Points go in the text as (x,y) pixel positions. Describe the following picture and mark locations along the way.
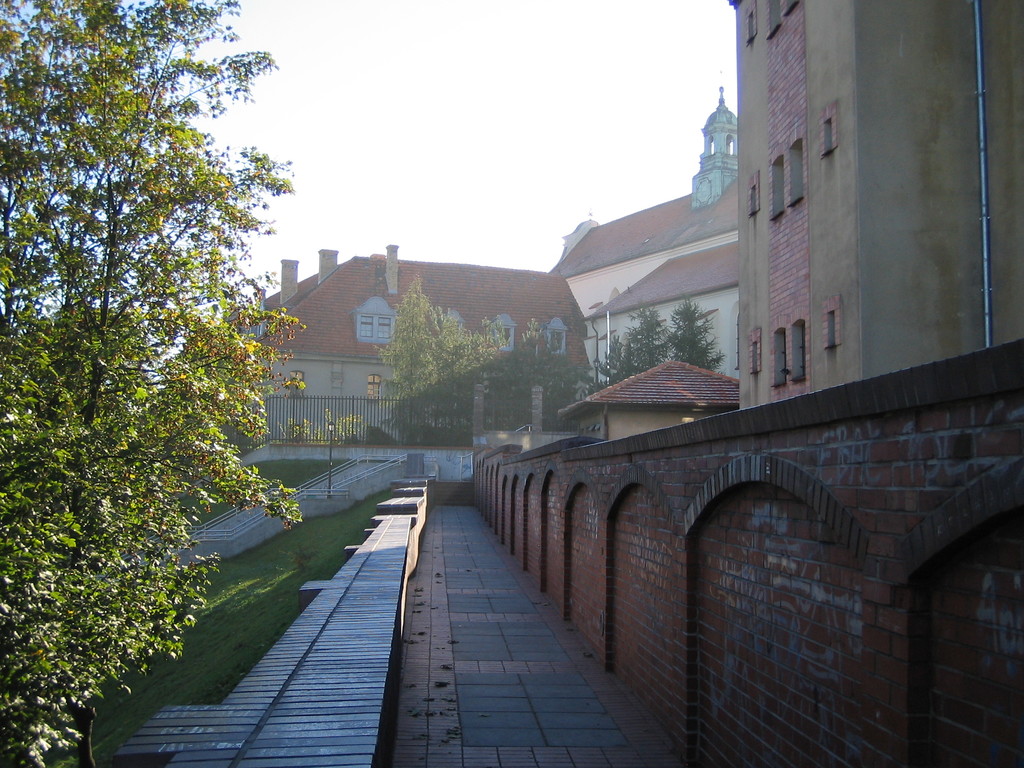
In this picture we can see the buildings (622,413) and monument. in the center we can see the streetlights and black fencing (552,424). On the left (166,321) we can see the trees (152,563) and grass (277,624). At the top (380,81) there is a sky (380,78).
